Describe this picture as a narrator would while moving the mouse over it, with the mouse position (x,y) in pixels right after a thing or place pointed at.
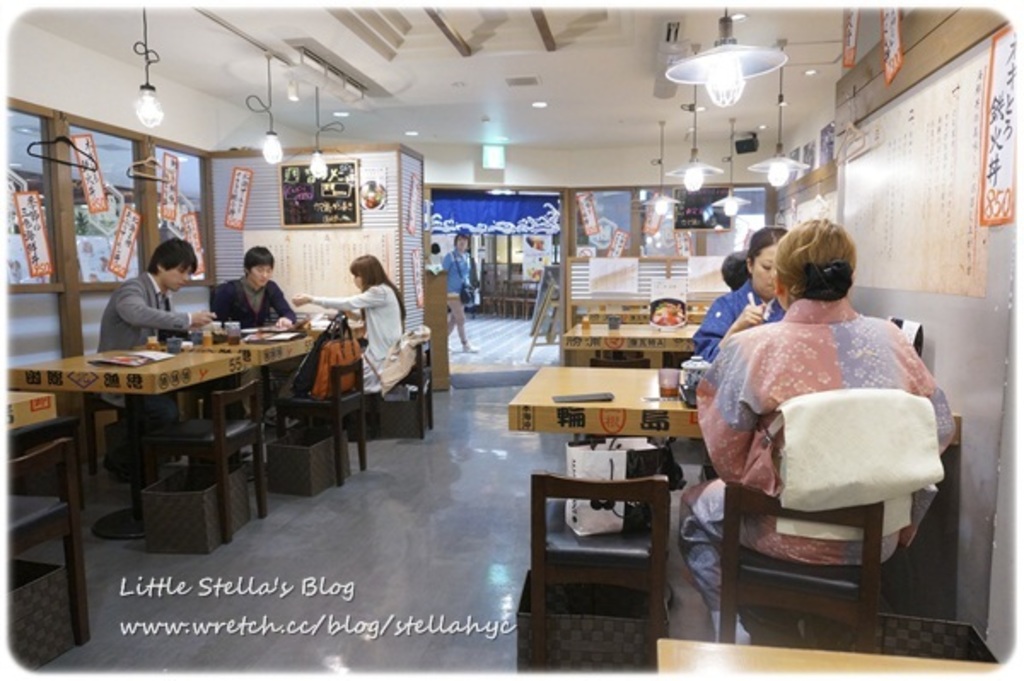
In the left middle (274,288), three persons (119,324) are sitting on the chair (414,340) in front of the table (87,383) on which bottles (207,337), paper (142,356) and so on kept. In the right (751,454), three persons (762,482) are sitting on the chair (769,514) in front of the table (652,419) on which glass (677,388), mug (692,375) is kept. In the middle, a person (455,328) is walking. A roof top (540,53) is white in color on which lamp (717,38) is mounted. The background walls (56,86) are white in color. It looks as if the image is taken inside a restaurant (345,396).
